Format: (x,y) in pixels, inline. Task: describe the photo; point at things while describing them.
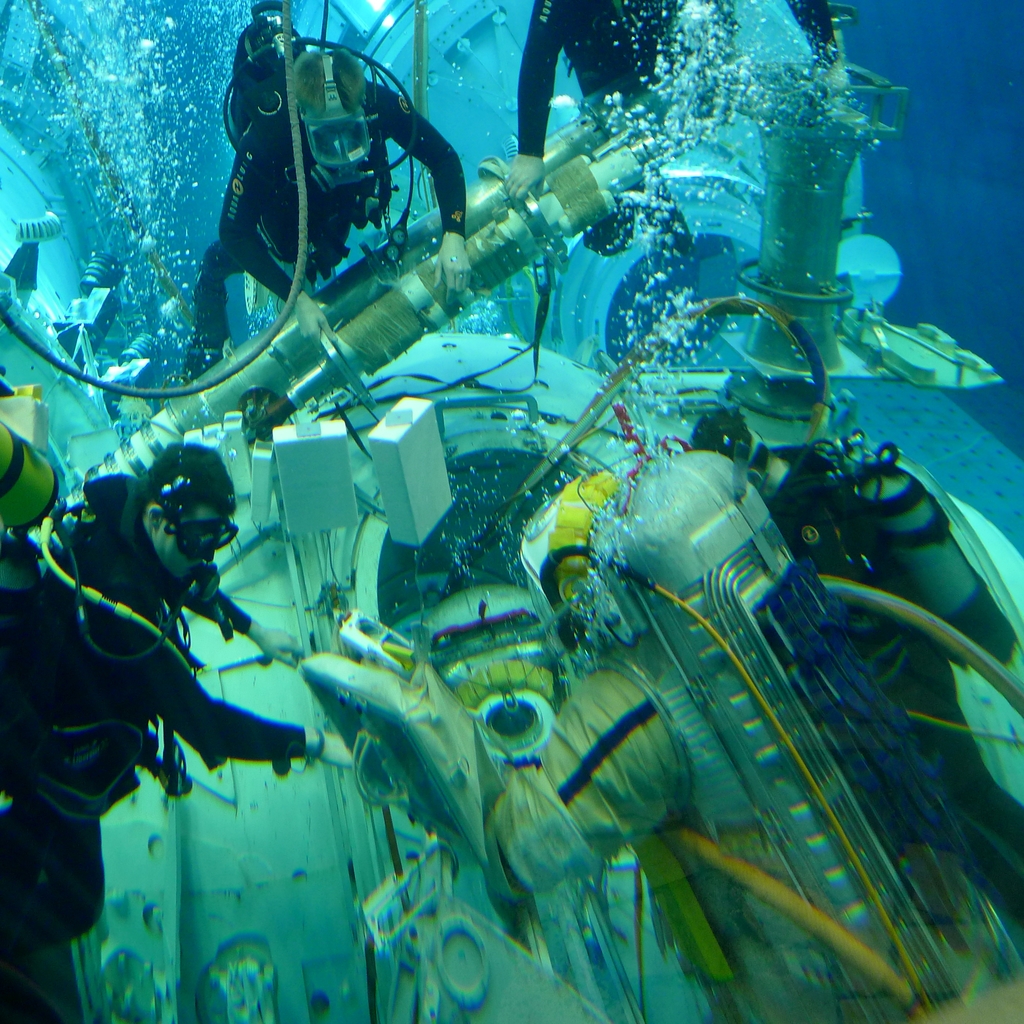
In this image we can see the persons (401,121) under water (516,537) and holding an object (461,444) which looks like a machine (394,329). And there are oxygen cylinders (884,530).
